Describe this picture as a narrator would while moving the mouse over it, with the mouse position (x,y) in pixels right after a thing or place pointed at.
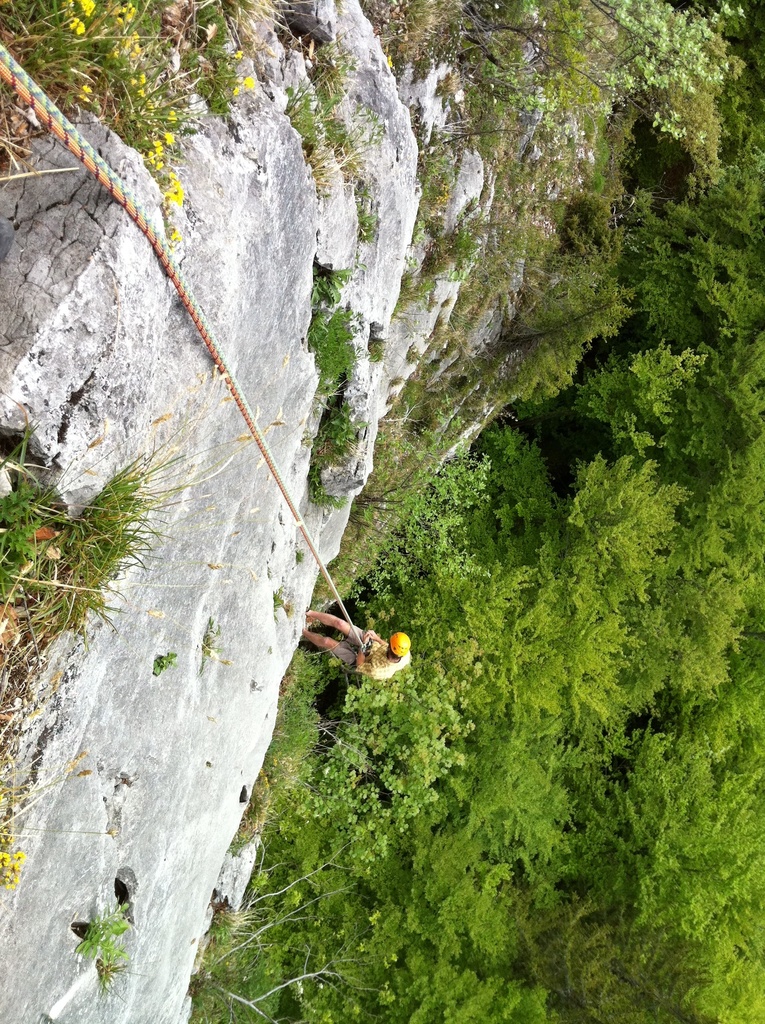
In this image there is a person (355,659) holding the rope (355,627). He is climbing on the rock (231,553). Right side (735,402) there are trees (609,734). There are trees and plants (437,61) on the rock (433,76).
